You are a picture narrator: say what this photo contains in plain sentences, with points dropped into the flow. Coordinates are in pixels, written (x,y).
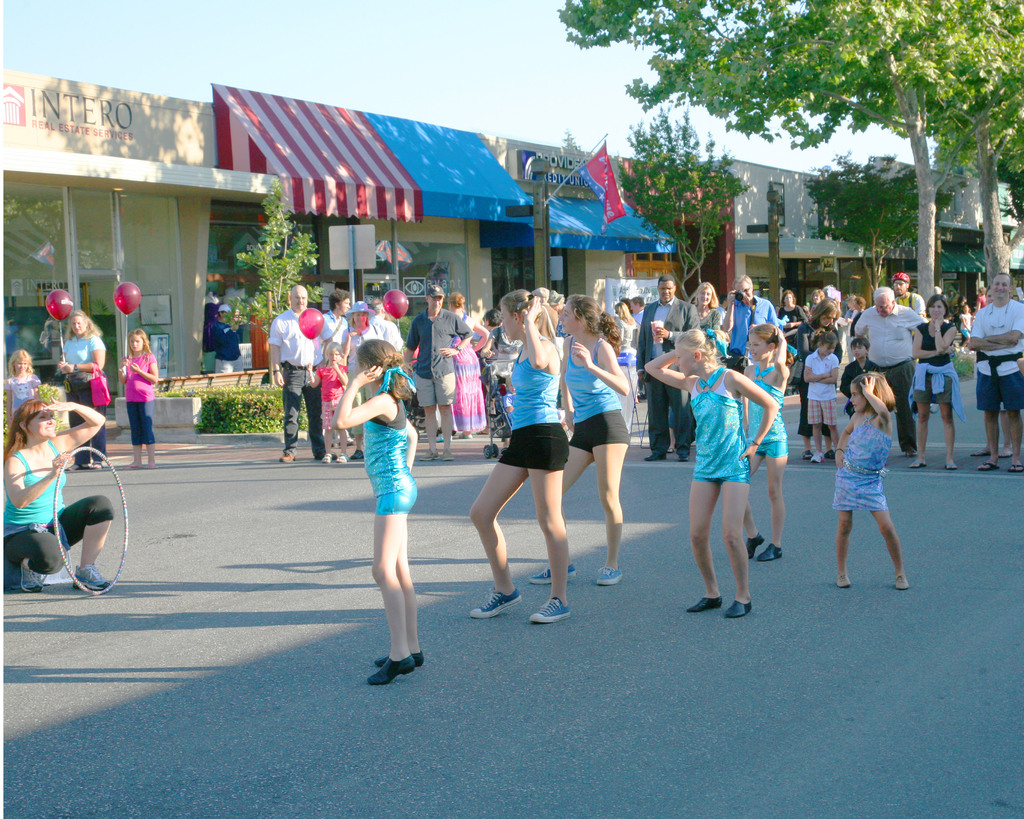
In this image there are group of persons (441,340) who are standing, in the foreground (542,497) there are some persons (753,463) who are doing some dance. In the background (679,185) there are some buildings (756,197), trees (732,47), tents (387,174), flag (601,174) and some plants (267,389). At the bottom (666,670) there is road (24,618), and on the left side (55,481) there is one woman (45,466) who is sitting and she is holding one hula hoop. At the top of the image (312,61) there is sky (376,61).
